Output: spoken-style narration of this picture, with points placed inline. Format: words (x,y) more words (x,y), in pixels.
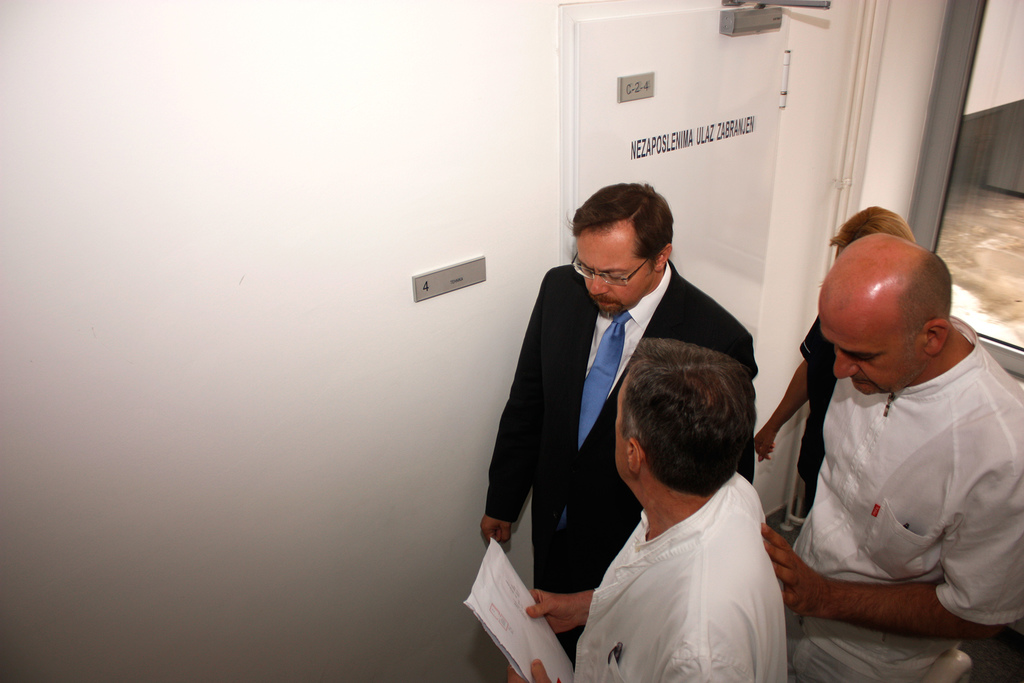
In this image we can see people (696,290). In the background of the image (304,120) there is wall (377,123). There is a door (742,81) with some text (642,150) on it. To the right side of the image (939,196) there is a glass window (985,256).
